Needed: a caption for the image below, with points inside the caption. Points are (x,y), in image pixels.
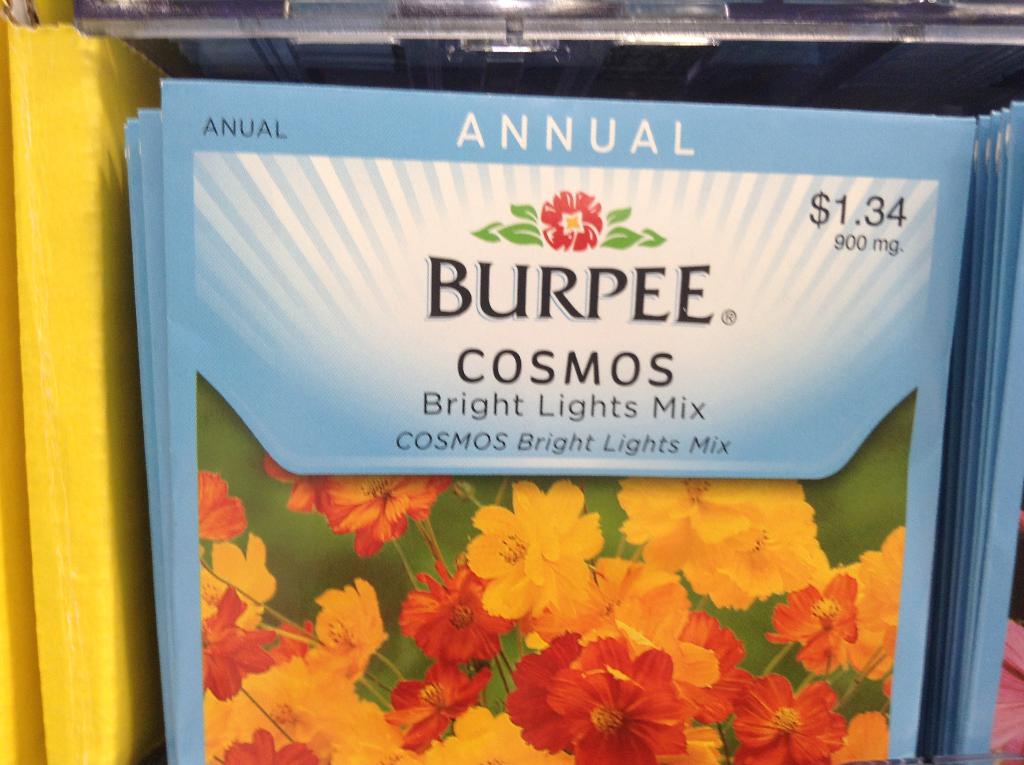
In this image in the foreground (913,510) all this look like a pamphlet (885,156) and something is written on it.
